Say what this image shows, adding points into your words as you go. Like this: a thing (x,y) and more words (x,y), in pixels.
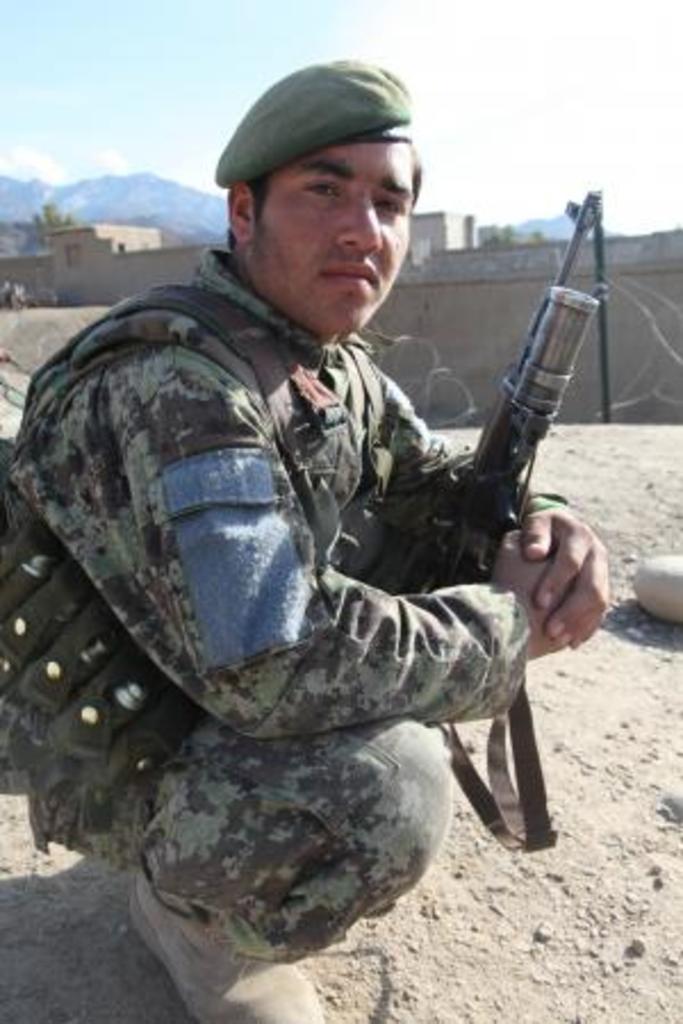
In the image a man (222,1016) is sitting and holding a weapon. Behind him there is a fencing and there are some trees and hills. At the top of the image (540,173) there are some clouds (495,169) and sky (10,7).
